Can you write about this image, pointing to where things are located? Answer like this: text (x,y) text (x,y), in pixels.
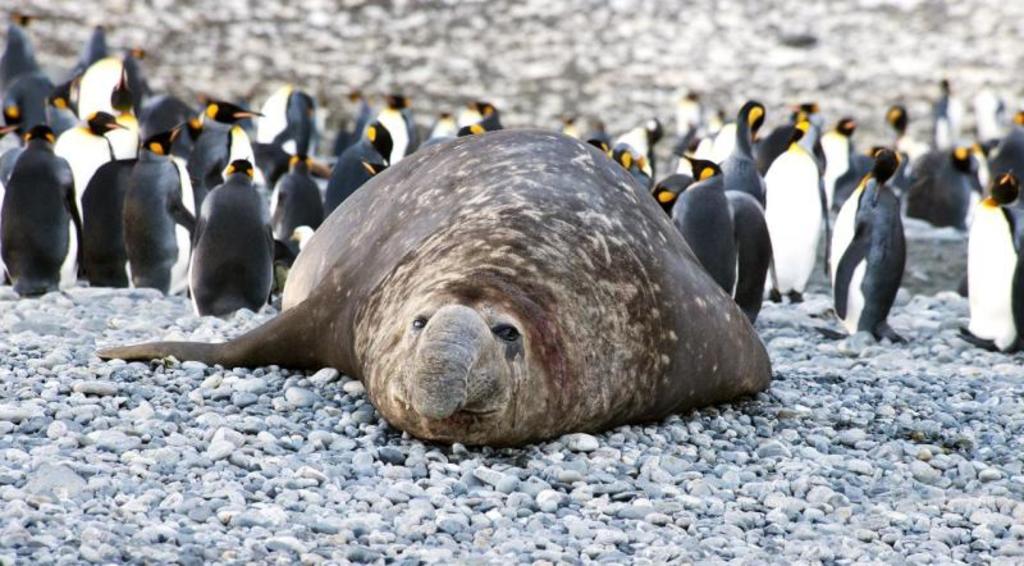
In the foreground of this image (489,355), there is an elephant seal (508,391) on the stones (723,431). In the background (686,189), there are penguins (150,155).
